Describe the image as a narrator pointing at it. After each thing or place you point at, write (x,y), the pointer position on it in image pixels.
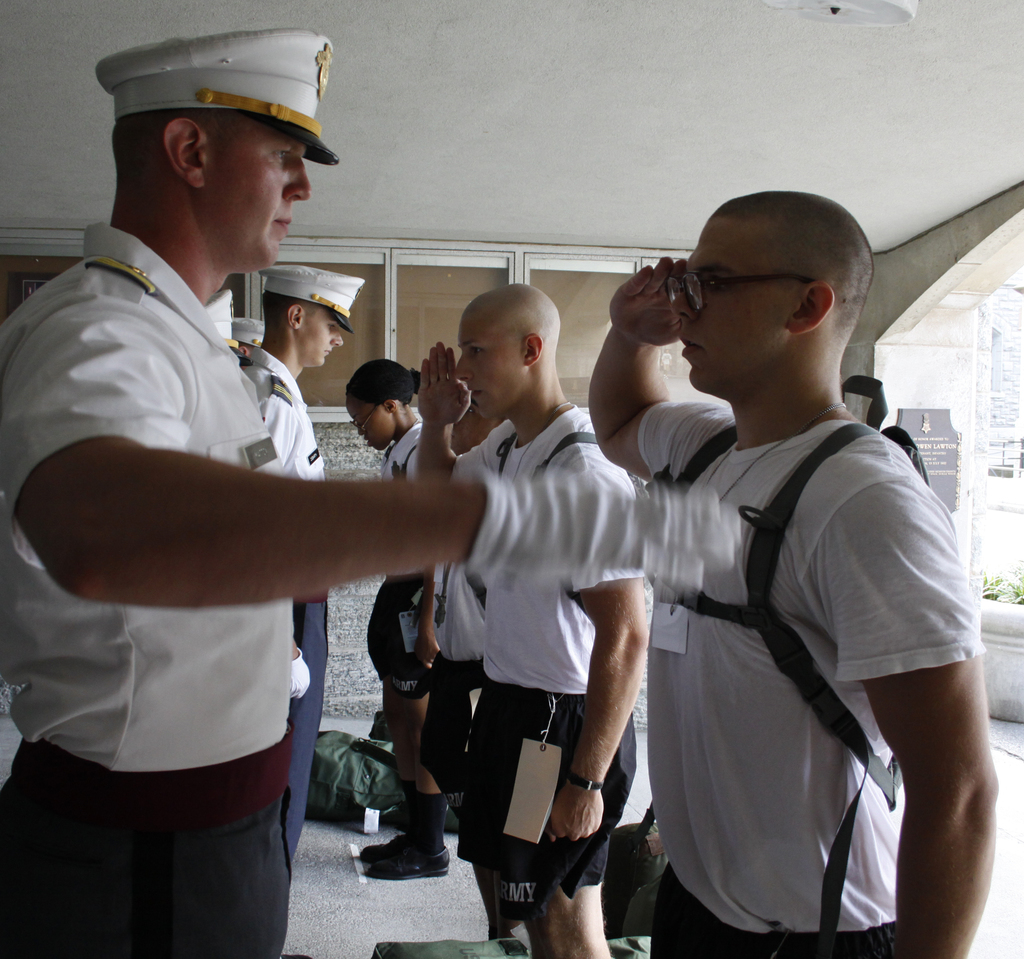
In this image I can see a group of people (433,388) are standing on the floor (1002,813) and I can see bags (348,790). In the background (547,257) I can see wall (964,496), houseplants (1014,595), board (956,464) and so on. This image is taken may be during a day.
